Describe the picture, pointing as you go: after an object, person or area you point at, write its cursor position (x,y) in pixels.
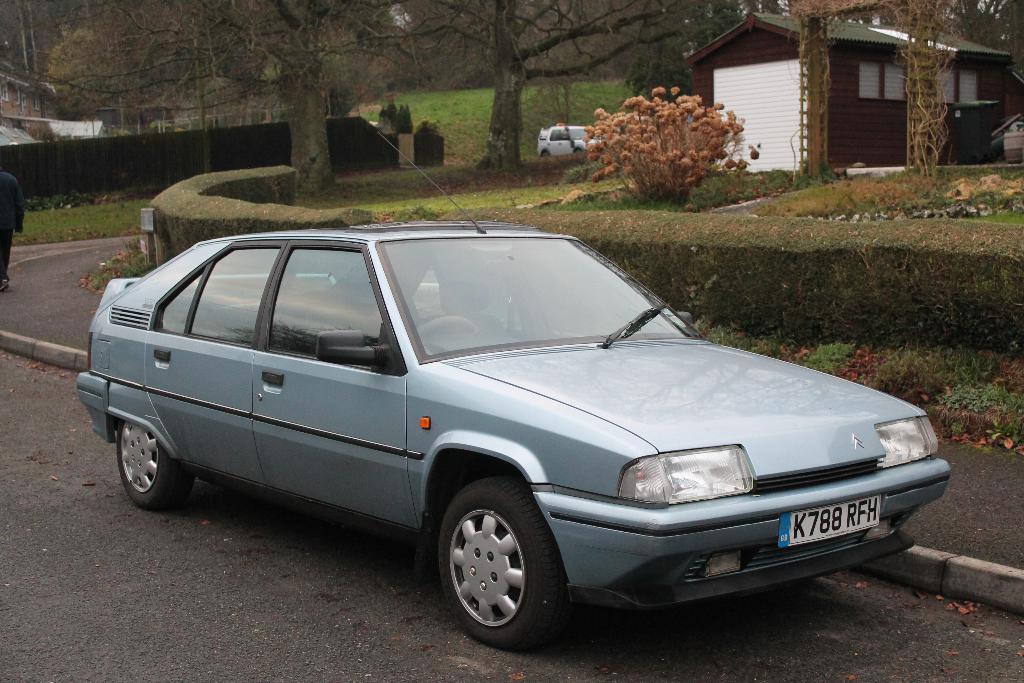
In this image I can see few vehicles (503,232). Back Side I can see a house (780,78) which is in white and brown color. I can see trees (240,107) and fencing (187,133).
